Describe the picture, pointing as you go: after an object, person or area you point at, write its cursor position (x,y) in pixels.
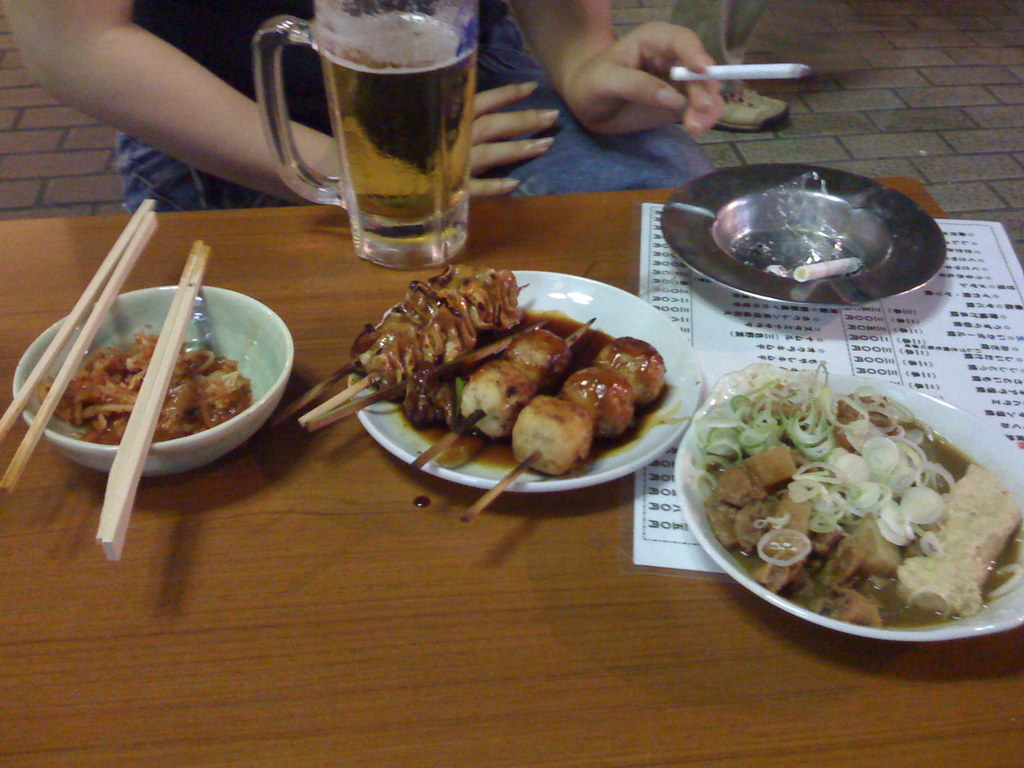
In this picture we can see a bowl of food (216,402), chopsticks (172,351), meat (563,393) and a soup (847,446) in a plate (638,327), ash tray (905,273) and a cigarette (861,266) in it, paper (985,295), and a mug of beer (376,95) on the table (350,646). Near to the table (350,646) we can see a partial part of a person (582,97) holding a cigarette (732,77) in hand (645,73). This is a floor (926,106).
